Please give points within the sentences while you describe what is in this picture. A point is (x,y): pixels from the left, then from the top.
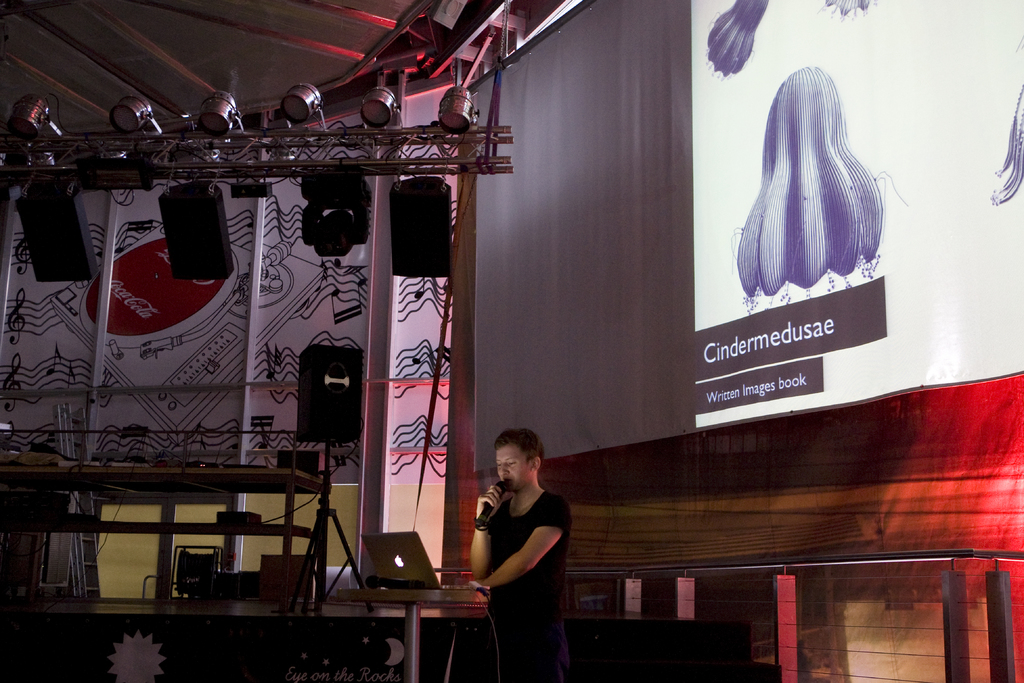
On the left side of the image (332,407) we can see lights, speaker (298,423) and a table (36,484). In the middle of the image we can see a person (487,549) and he is holding a mike (485,511) in the hand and operating the laptop (414,576). On the right side of the image (817,6) we can see a projector display (899,384) on which some text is displayed.
